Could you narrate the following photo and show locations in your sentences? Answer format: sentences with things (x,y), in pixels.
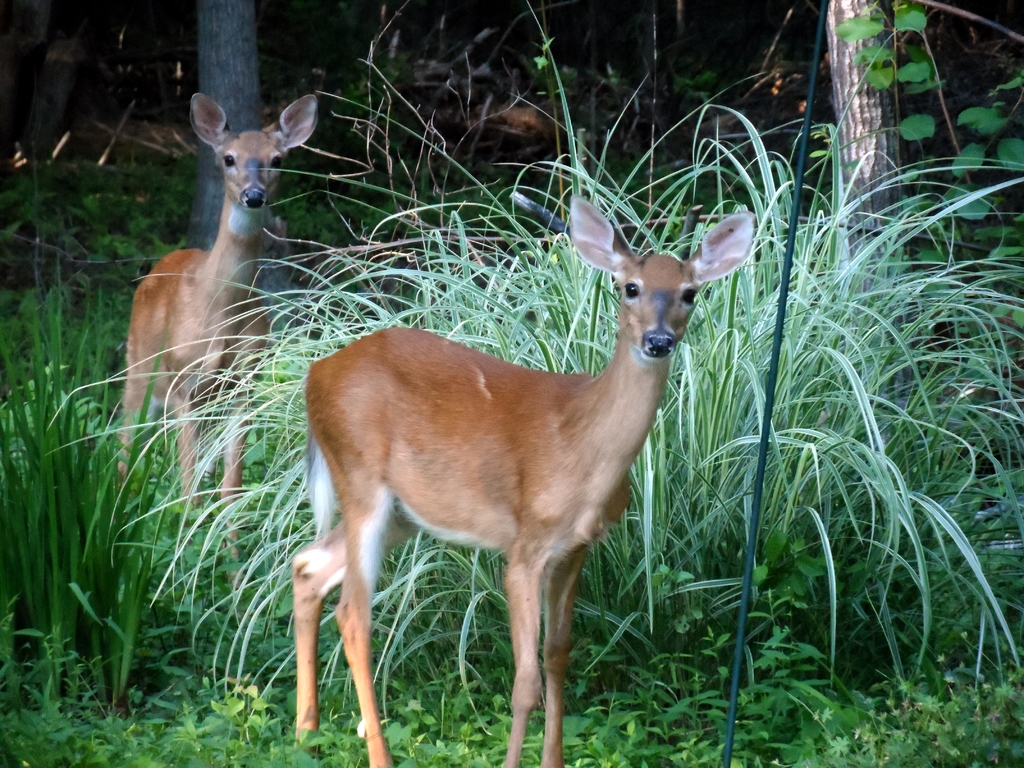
In this image we can see two deer (224,330) on the ground (500,711) and there are few plants (724,564), trees (833,14) and grass (734,309).
